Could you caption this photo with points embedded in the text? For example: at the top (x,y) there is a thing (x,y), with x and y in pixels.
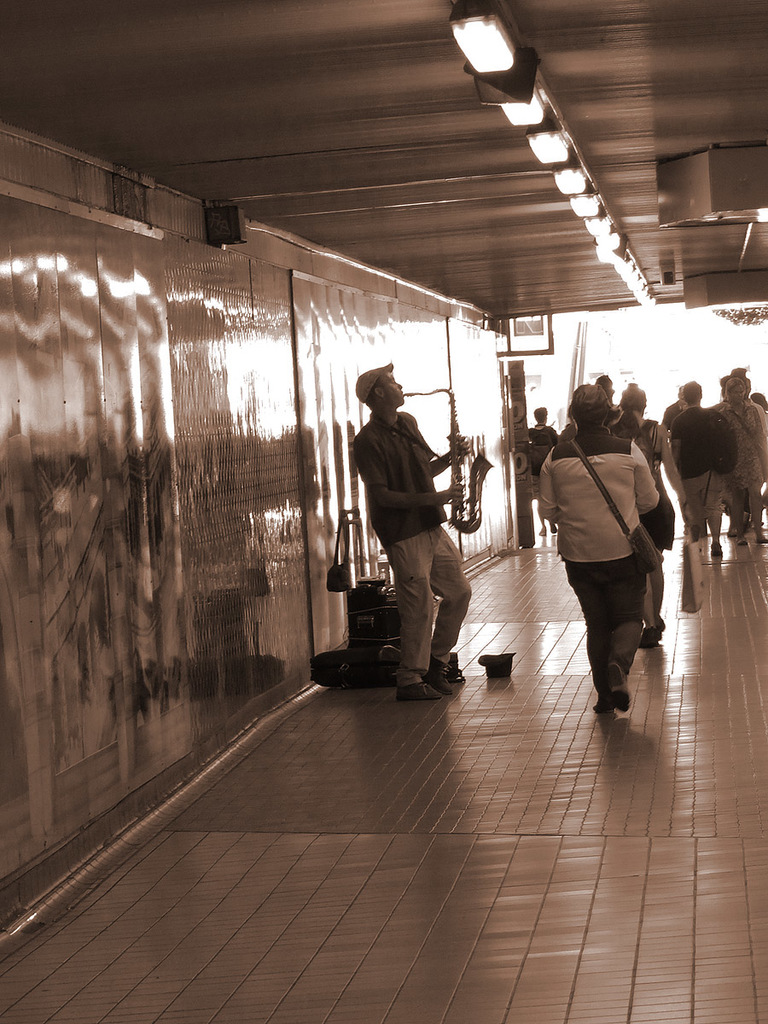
In this image I can see the group of people (600,642) with the dresses (634,610). I can see few people (593,650) with the bags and there is a person (457,552) holding the saxophone (458,485). There are some objects (377,677) on the floor (408,723). To the left (201,368) I can see the wall (279,331) and there are lights (474,18) in the top (485,28).
